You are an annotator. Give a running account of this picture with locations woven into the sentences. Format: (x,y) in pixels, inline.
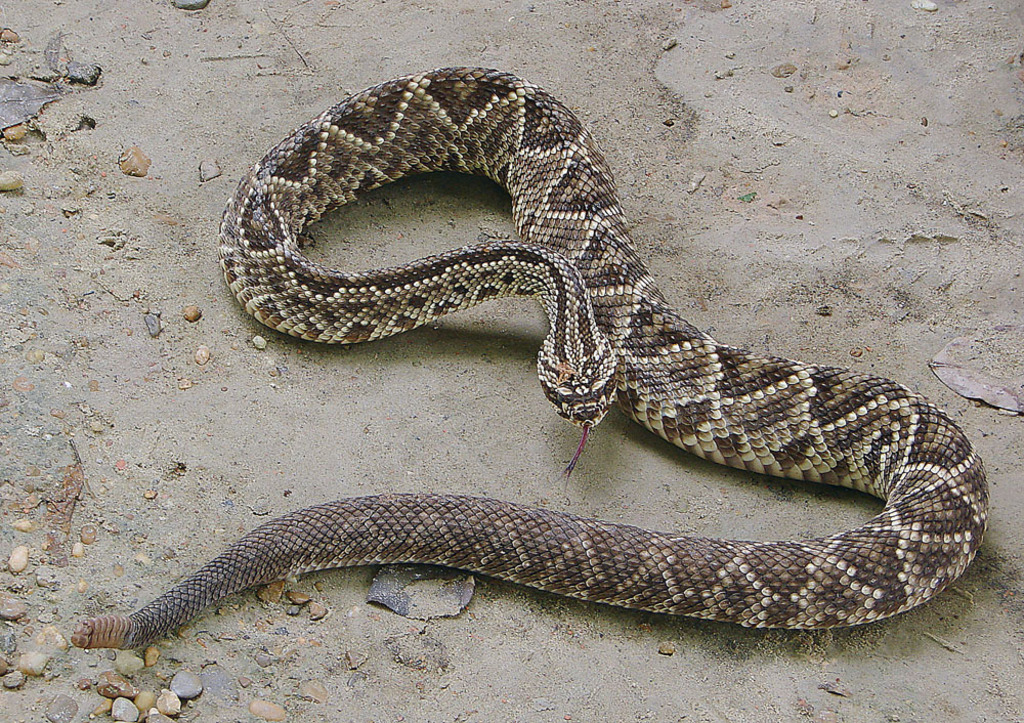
In the image in the center (598,277), we can see one snake (587,284), which is in black, ash and white color.
